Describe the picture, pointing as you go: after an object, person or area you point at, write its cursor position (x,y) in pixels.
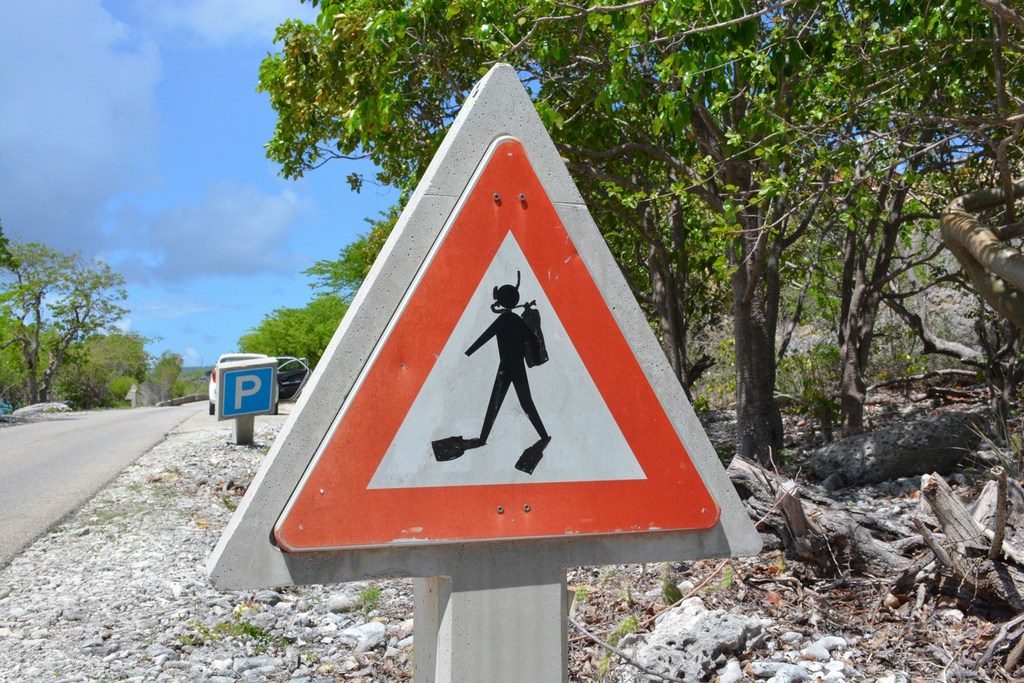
In this image we can see the sign boards (502,460). We can also see some stones (290,593), the pathway (89,475), some branches (816,576) of the trees (357,255) on the ground (917,573), some vehicles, a group of trees (126,378) and the sky (129,211) which looks cloudy.
